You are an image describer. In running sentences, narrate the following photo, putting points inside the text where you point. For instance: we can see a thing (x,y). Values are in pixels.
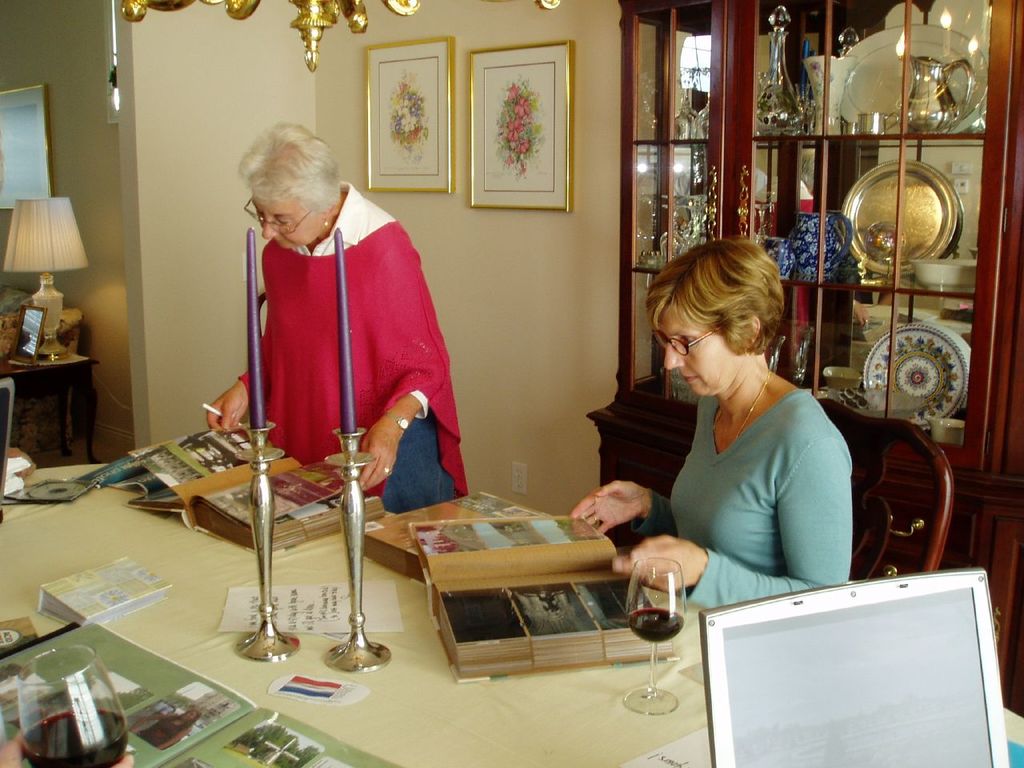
In this picture we can see two woman (715,449) where one is sitting on chair (873,553) and other is standing looking at books (282,488) placed on table (435,705) and we have papers (248,616), CD (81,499), glass (639,579) with drink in it, laptop (895,724) on table (403,691) and in background (112,204) we can see wall (620,82) with frames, cupboards (1018,152), lamp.
